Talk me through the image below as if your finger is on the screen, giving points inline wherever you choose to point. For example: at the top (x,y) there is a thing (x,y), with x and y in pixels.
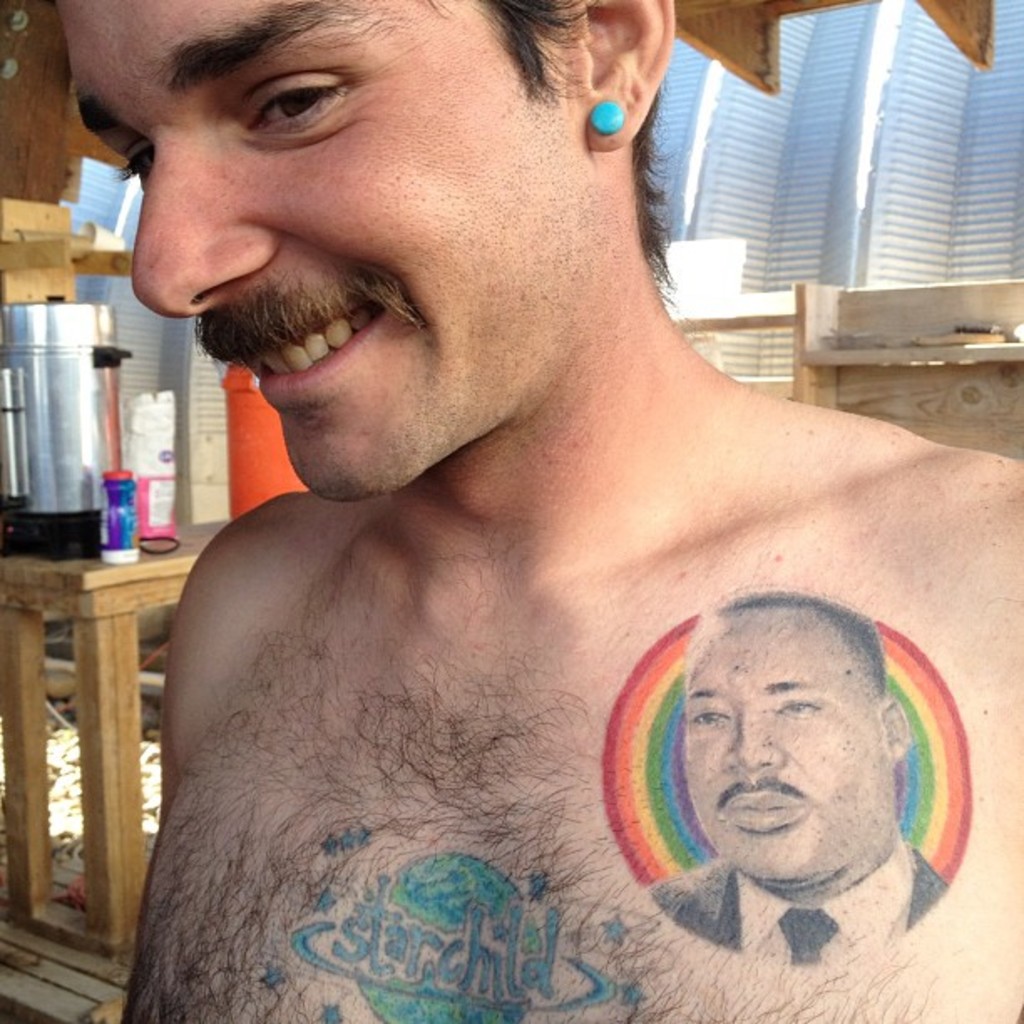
In this picture I can see a man (344,523) in front (181,23) and I see that he is smiling. I can also see 2 tattoos (717,767) on his chest (682,771). In the background (31,637) I can see a table (158,558) on which there are few things (102,466) and on the right side of this picture (857,343) I can see a brown color thing (817,361).
